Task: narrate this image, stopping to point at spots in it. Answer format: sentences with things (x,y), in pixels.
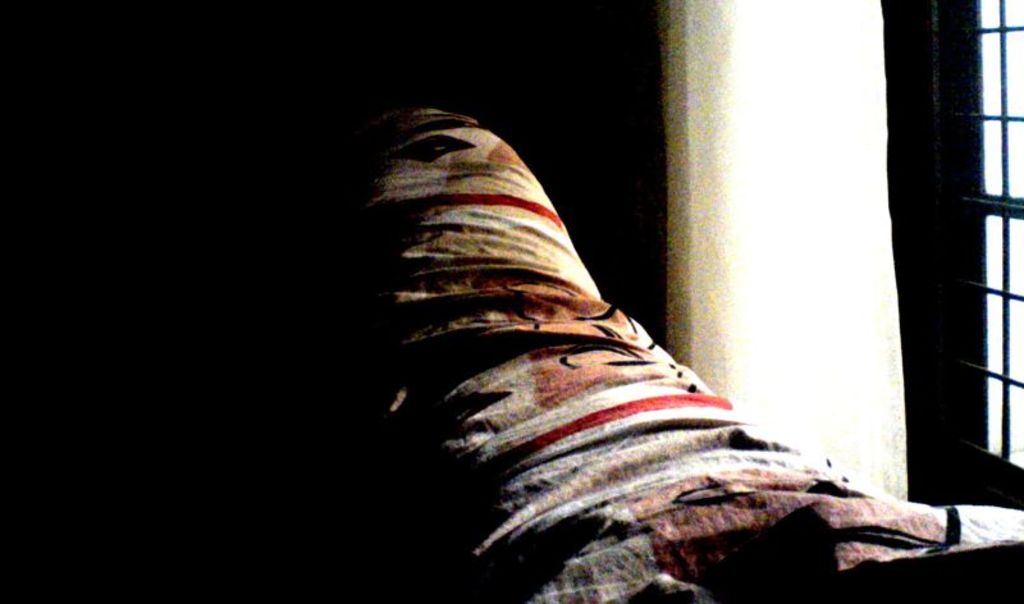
In the center of the image (532,294) there is a cloth (455,315). To the right side of the image (990,239) there is a window (998,77).
